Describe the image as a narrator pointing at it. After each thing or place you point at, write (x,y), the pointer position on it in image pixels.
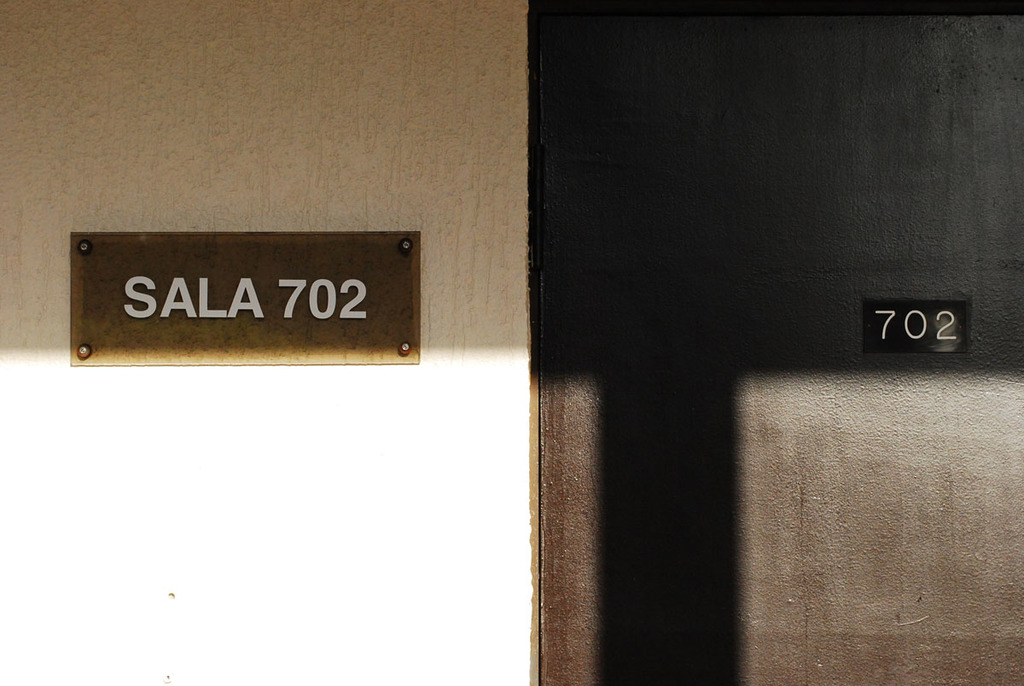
There is a brown door (770,321) at the right (847,457) on which ''702'' is written. There is a name board (288,253) on a white wall (388,220).
